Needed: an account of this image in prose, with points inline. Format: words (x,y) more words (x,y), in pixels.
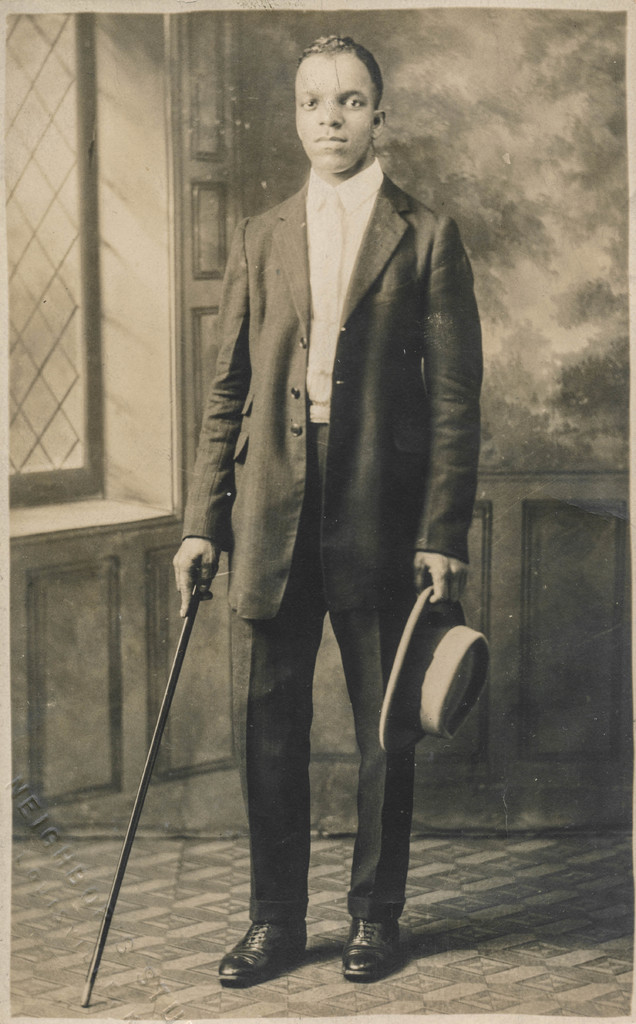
In this image there is a man (353,491) standing in the center (382,567) holding a stick (170,703) which is black in colour in his hand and holding a hat (434,635). In the background (106,224) there is a window (73,238) and there is a wall (528,243).
